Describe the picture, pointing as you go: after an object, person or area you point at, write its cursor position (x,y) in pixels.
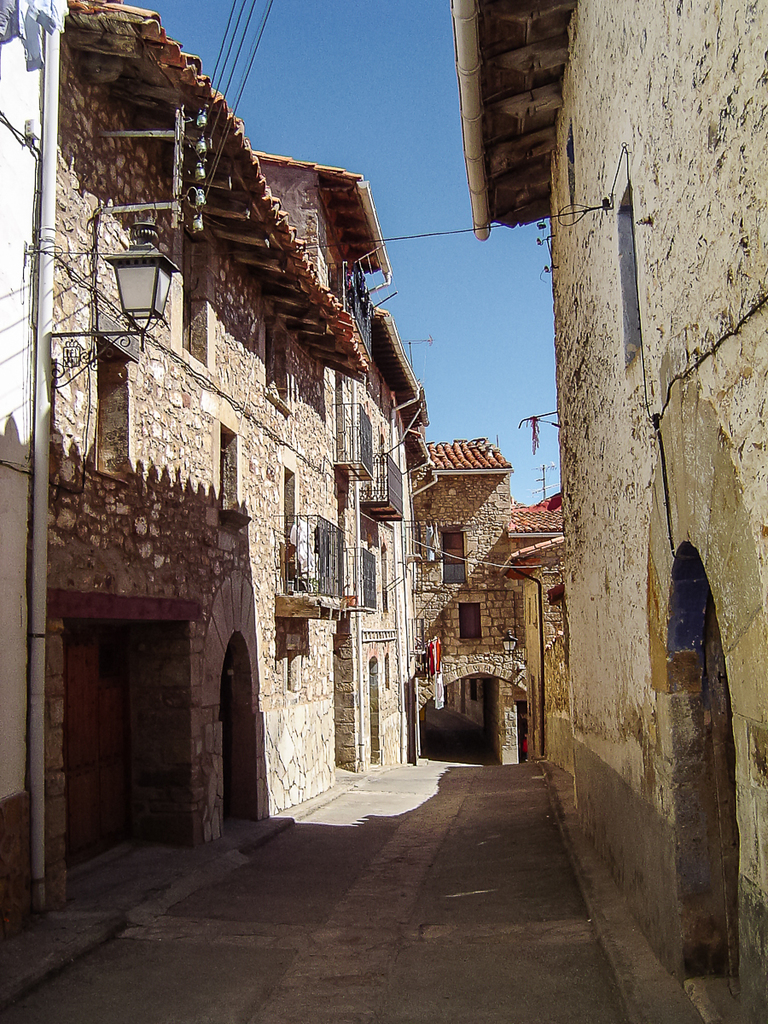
In this picture I can see number of buildings (639,41) in front (310,406) and in the middle of this picture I can see the path (354,868). I can also see few wires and lights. In the background (392,290) I can see the clear sky (353,40).
